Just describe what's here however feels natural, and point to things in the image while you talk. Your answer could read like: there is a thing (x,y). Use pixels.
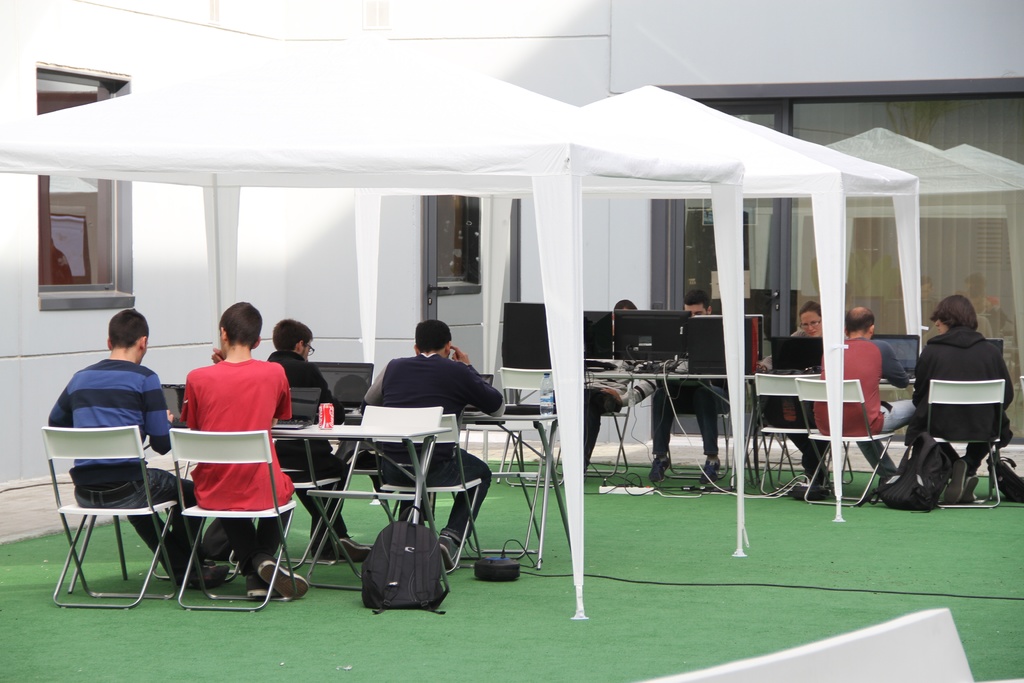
In this image, group of peoples (975,321) are sat on the white color chair (79,440). We can see some monitors (643,347), cpu 's (545,349) and some tents (832,173). Here there is a bag (416,572) and some box (498,569), wire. We can see green color floor (456,658) and white color wall (337,294). At the background (434,274), glass window (890,276), glass doors (760,279) we can see.
